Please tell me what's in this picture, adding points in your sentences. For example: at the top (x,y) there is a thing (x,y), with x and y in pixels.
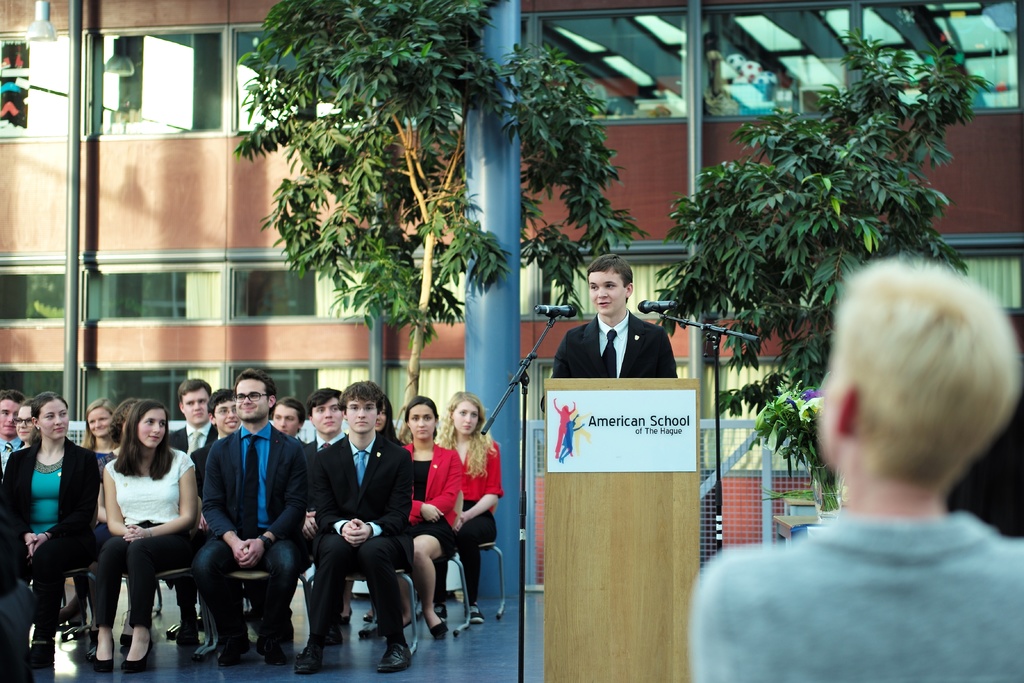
In this picture we can see chairs (355,577) on the floor (402,681) with a group of people (226,420) sitting on it, podium (610,666) with a poster (591,449) on it, mics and two people (630,344). In the background (755,409) we can see a pillar (482,142), fence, building (220,214), trees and some objects (711,90).
